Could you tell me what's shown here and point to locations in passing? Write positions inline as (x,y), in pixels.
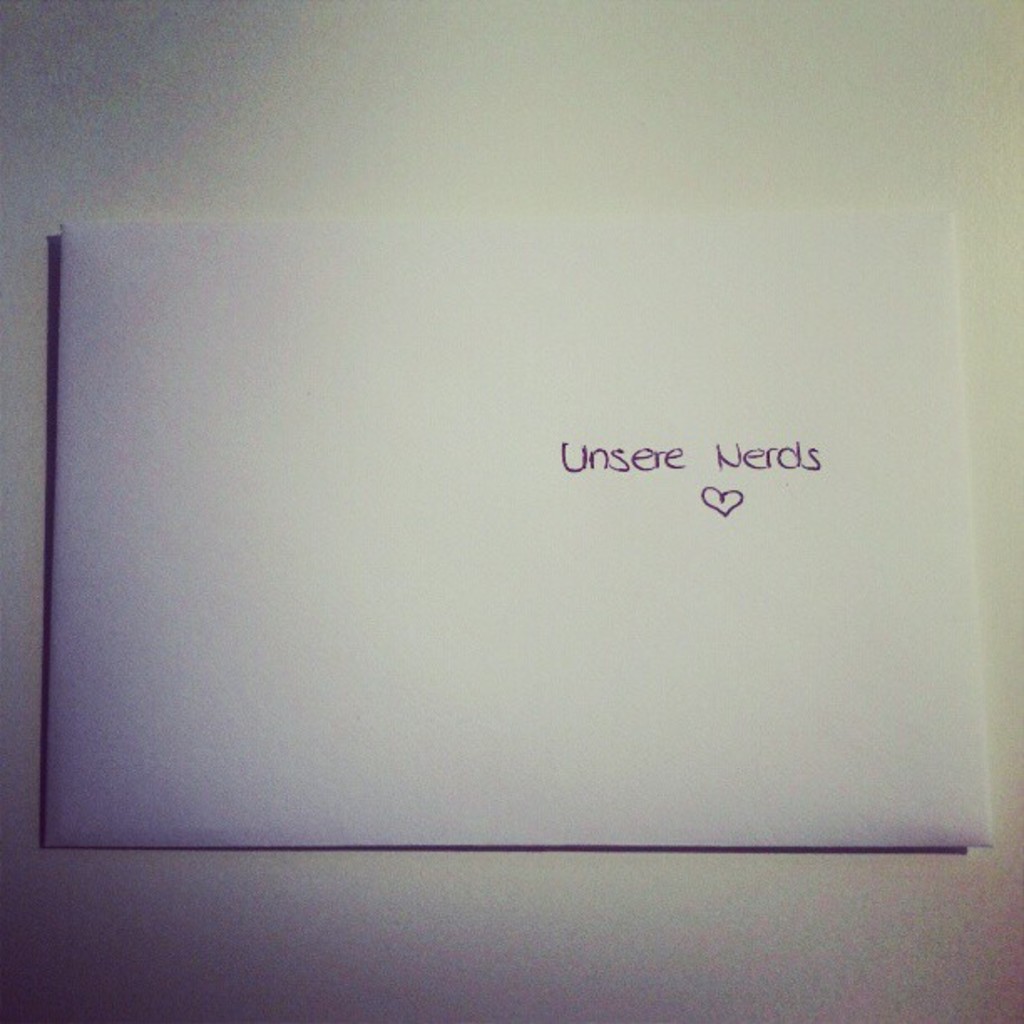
In this image there is a paper (573,539) on the floor (359,101). There is some text (750,454) written on the paper (404,512).
